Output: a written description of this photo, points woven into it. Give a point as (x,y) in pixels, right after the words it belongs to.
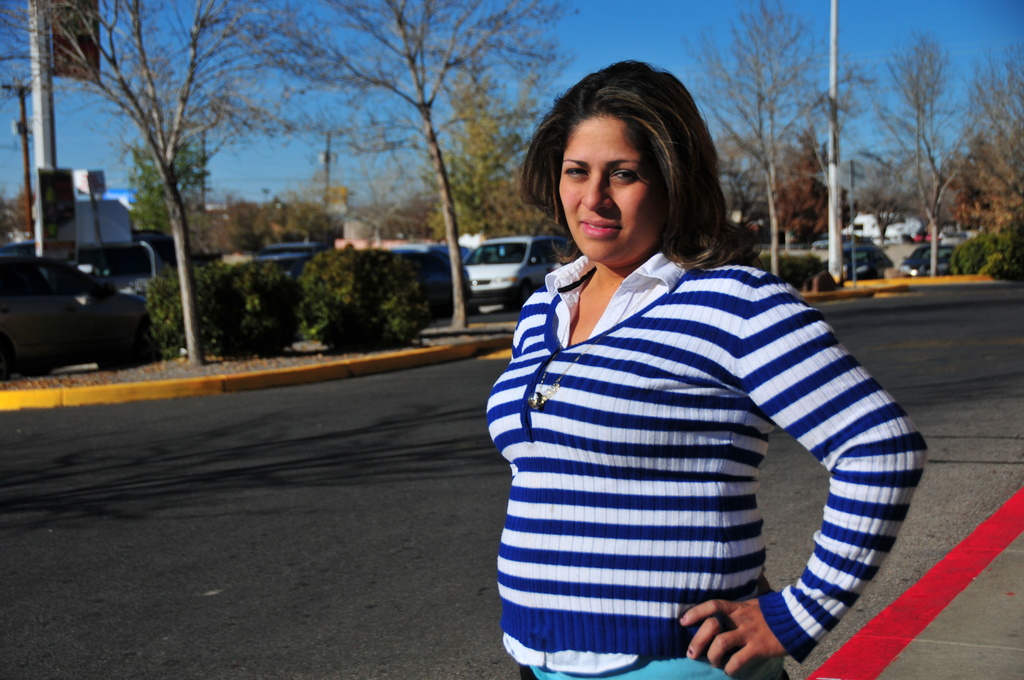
As we can see in the image in the front (558,216) there is a woman (617,213) standing. In the background (348,305) there are plants (348,305), trees (455,251), vehicles (492,244), house (111,196) and sky (622,28).
